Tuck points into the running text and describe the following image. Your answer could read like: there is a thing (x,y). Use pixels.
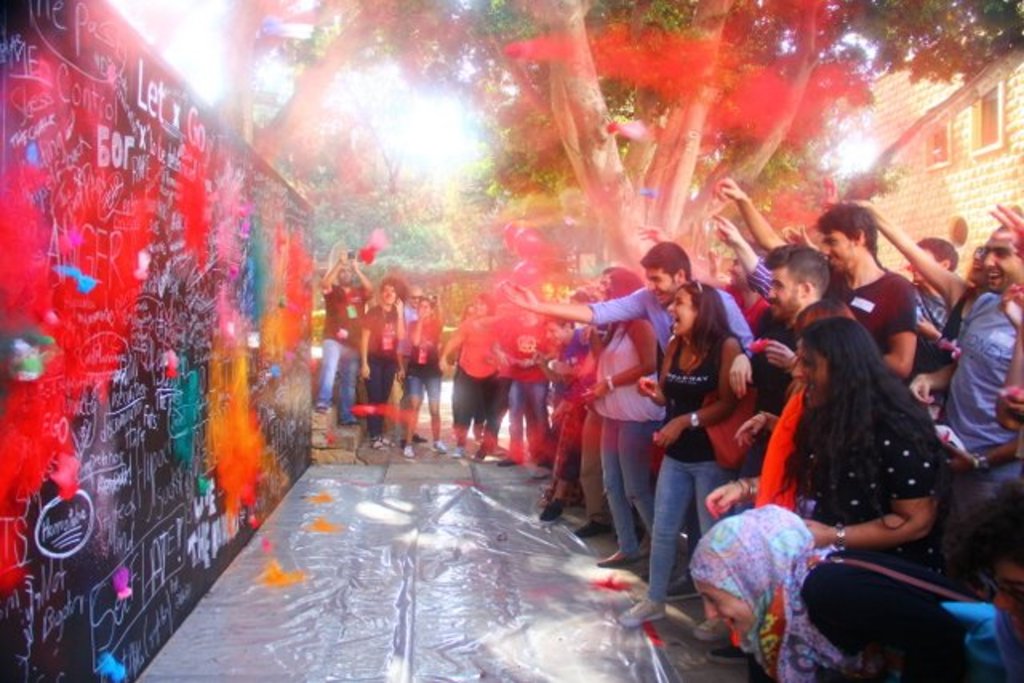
On the left side (197,366), we see a black color board (163,440) or a wall (168,434) with some text (136,538) written on it and we see some paintings (205,239). On the right side (879,438), we see the people (927,416) are standing and they are throwing the colors (546,286) on the board (212,306). There are trees (598,171) and a building (1007,60) in the background (651,148). We see a man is clicking photos with the camera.
